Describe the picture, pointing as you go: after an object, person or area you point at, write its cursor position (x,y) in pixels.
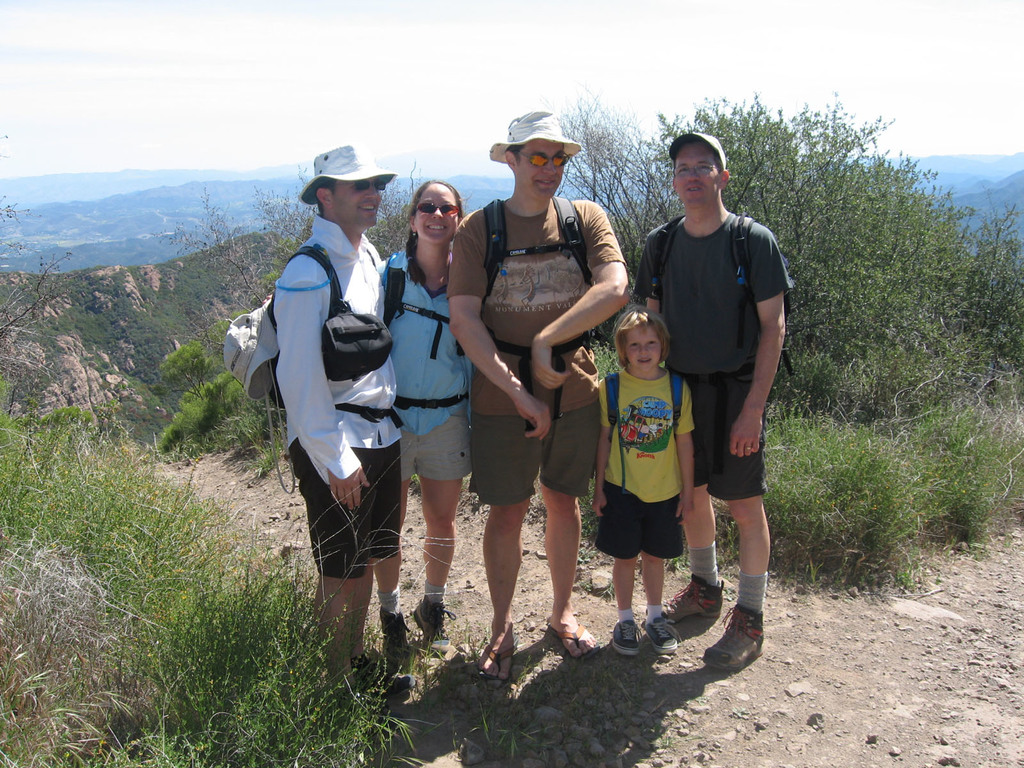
This is an outside view. Here I can see three men (562,306), a woman (427,430) and a boy (641,354) wearing t-shirts (503,313), shorts (649,526), caps (515,132) on the heads (514,162), standing on the ground (857,761) and smiling. In the background (865,194), I can see the plants (117,475) and rocks (61,363). At the top (285,74), I can see the sky (313,69).
